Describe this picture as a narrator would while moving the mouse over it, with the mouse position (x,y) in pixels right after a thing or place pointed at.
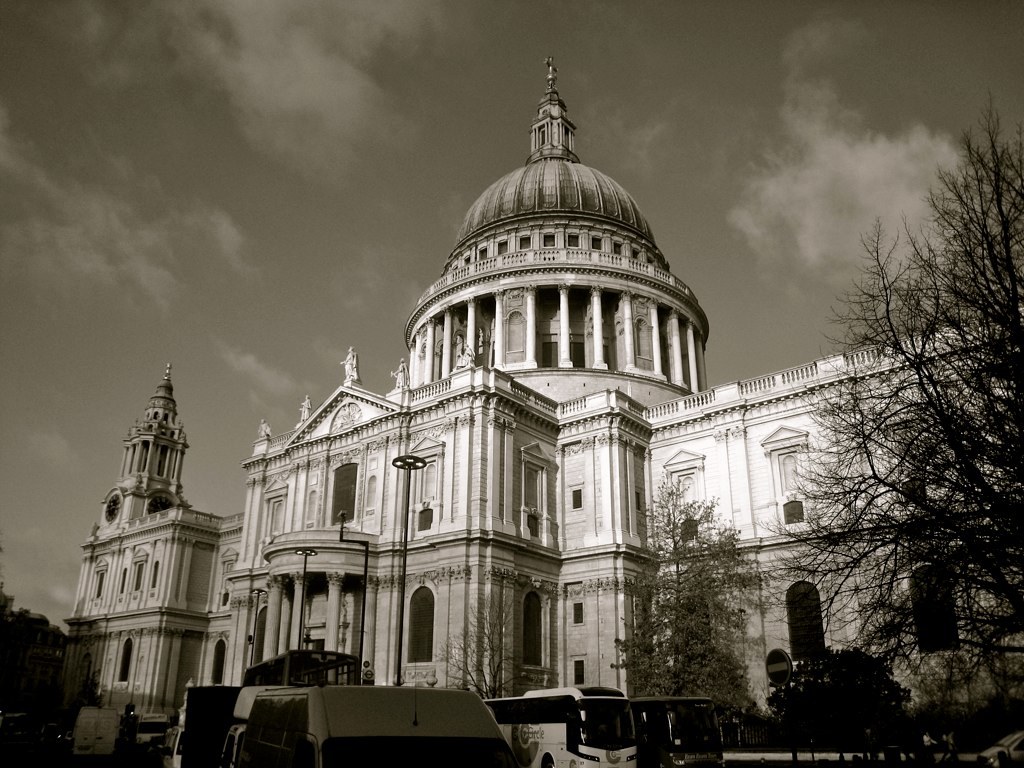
In this picture I can observe a building (510,591). There is a dome (543,200) on the top of the building (569,205). I can observe some vehicles (357,721) in front of this building (791,573). There are some trees (710,597). In the background (199,223) I can observe a sky (276,177) with some clouds (308,51). This is a black and white image.
